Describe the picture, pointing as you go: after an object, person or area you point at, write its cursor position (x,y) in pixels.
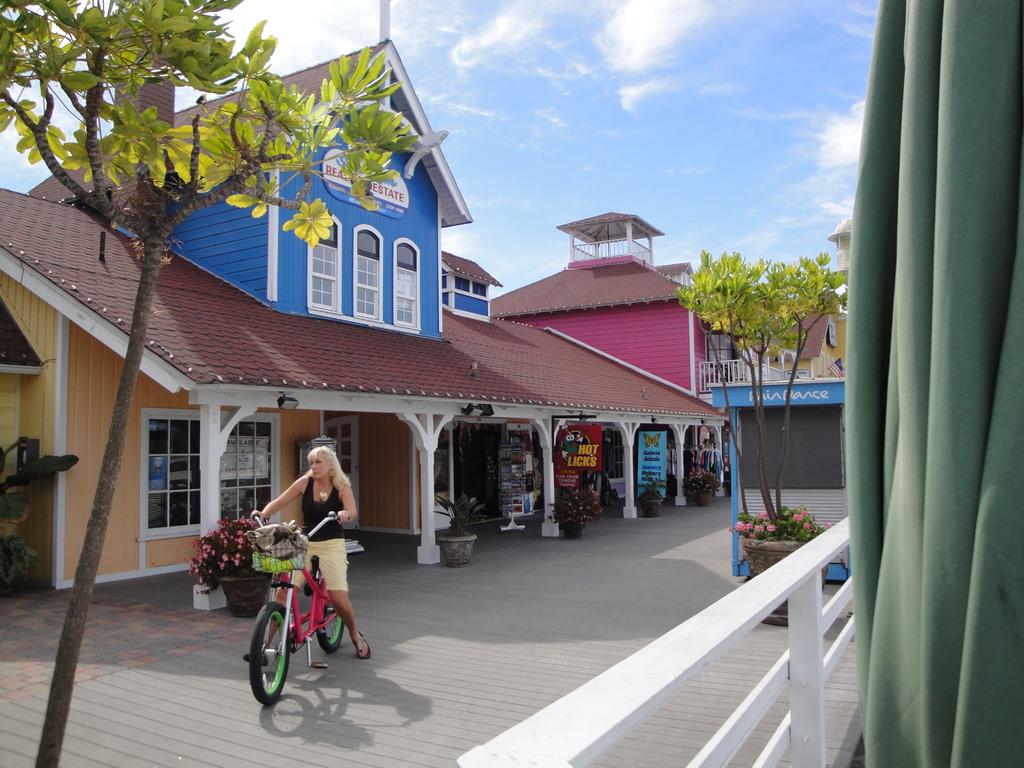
There is a wooden land (449,732), a woman (345,498) is riding a cycle (298,599) and beside her there are many stores (588,463) and buildings (611,324) and around the land (578,548) there are beautiful flower plants (769,528) and trees (109,216).
